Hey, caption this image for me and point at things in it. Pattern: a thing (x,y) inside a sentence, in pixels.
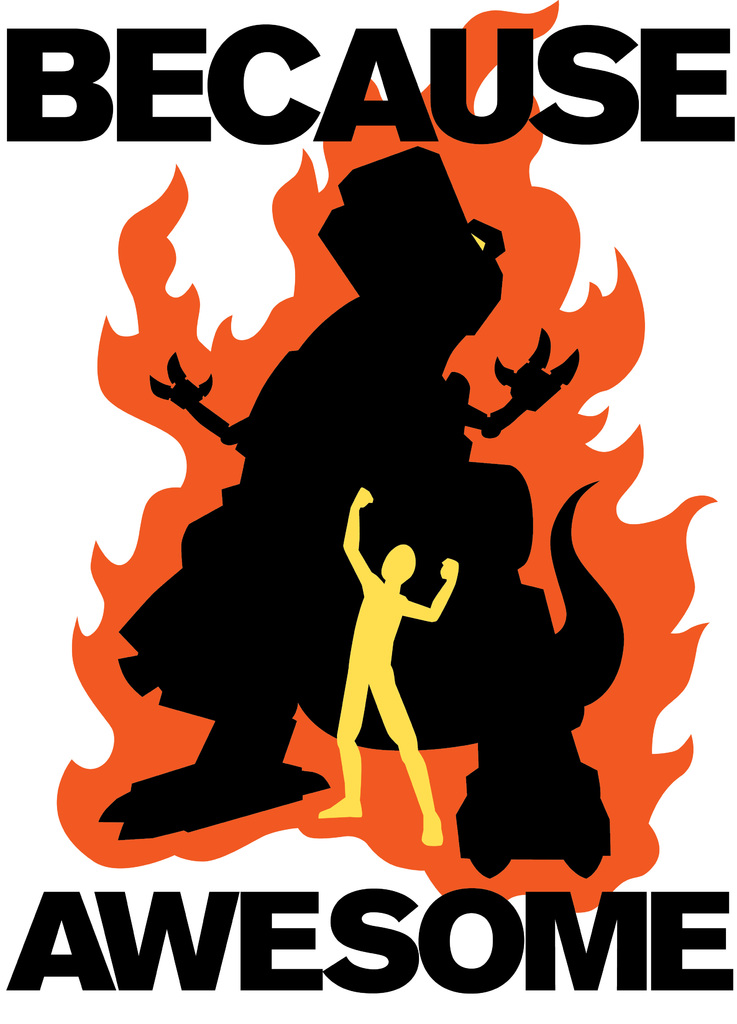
This image contains a picture of an animal (333,402) and a person (370,617). Middle of the image (363,448) there is an animal (415,458). Before it there is a person (356,725) standing. Bottom of the image (238,900) there is some text (454,972). Background (12,421) is in white color.
